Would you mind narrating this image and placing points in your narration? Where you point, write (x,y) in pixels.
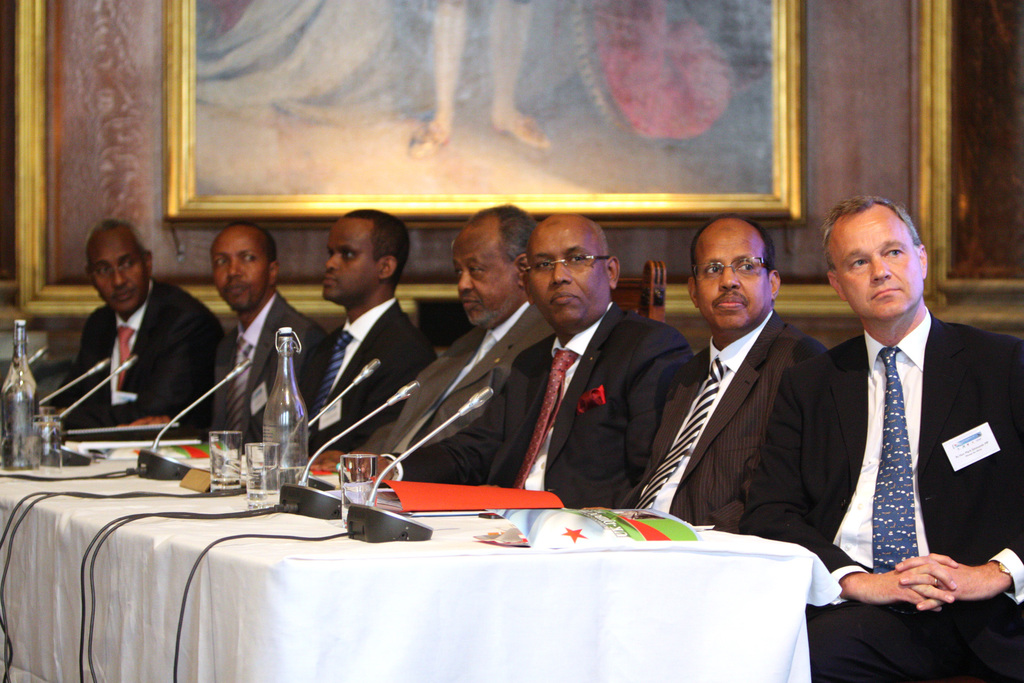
In this image I can see few people (498,444) are sitting. I can see few mics (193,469), bottles (21,412), glasses (266,479) and few objects (574,522) on the table (529,552). In the background (238,148) I can see few frames (712,115).
